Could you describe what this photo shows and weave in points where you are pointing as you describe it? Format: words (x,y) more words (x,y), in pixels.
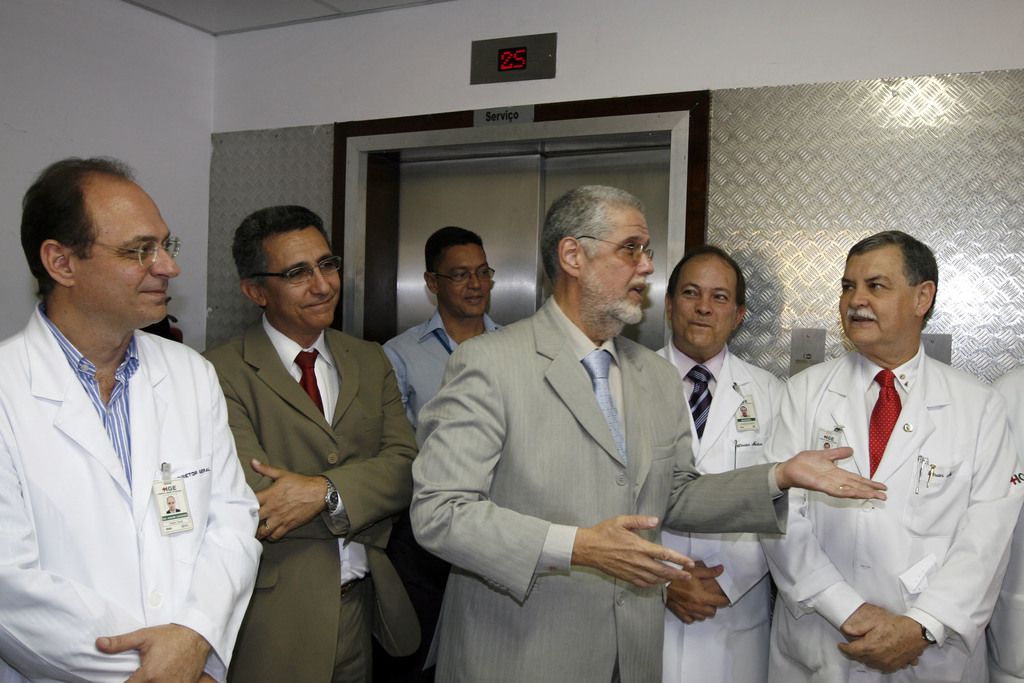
In this picture there are group of people (753,381) standing and smiling and the person (572,372) with grey suit (532,474) is standing and talking. At the back (464,212) there is an elevator (541,184). There is a board (488,67) on the wall (437,67).
